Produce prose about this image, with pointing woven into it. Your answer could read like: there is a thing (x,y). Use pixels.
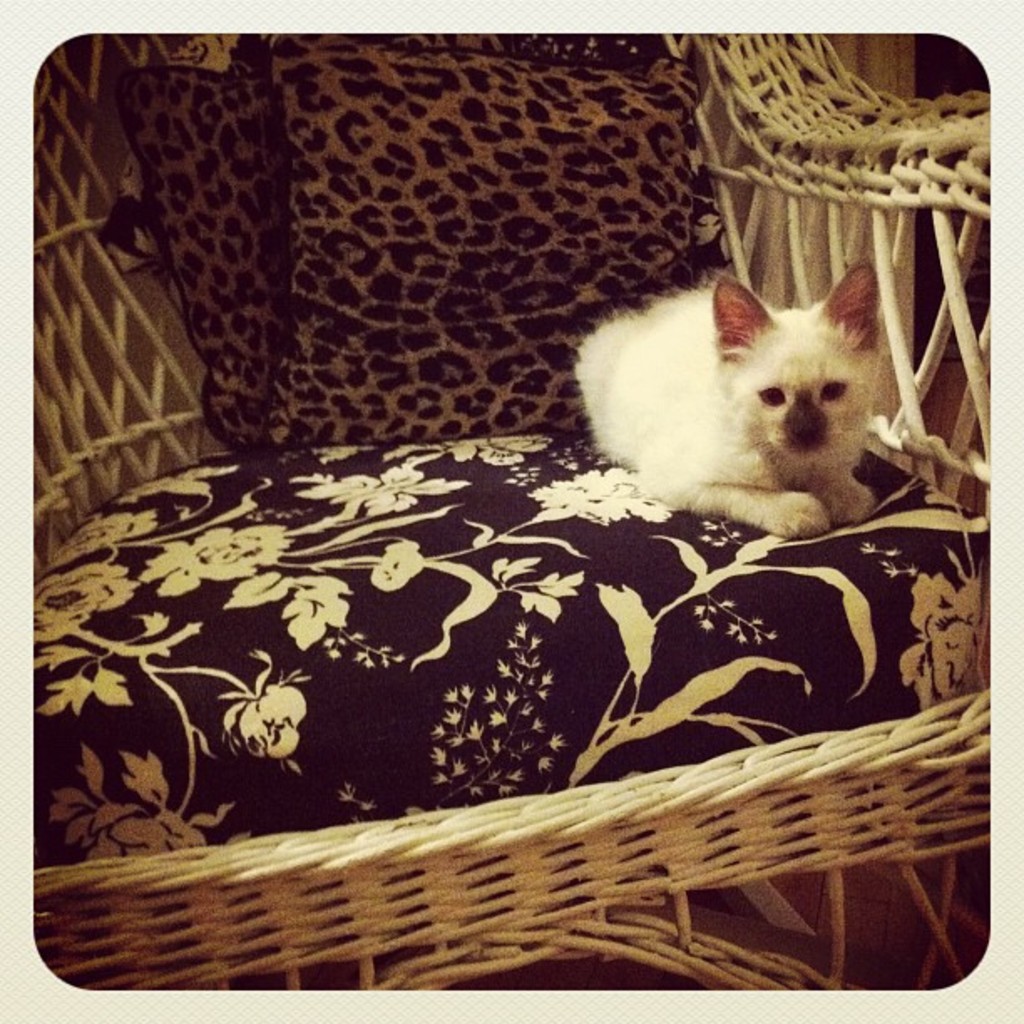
In this image I can see a white color animal (801,471) is sitting on the sofa chair (411,553).
